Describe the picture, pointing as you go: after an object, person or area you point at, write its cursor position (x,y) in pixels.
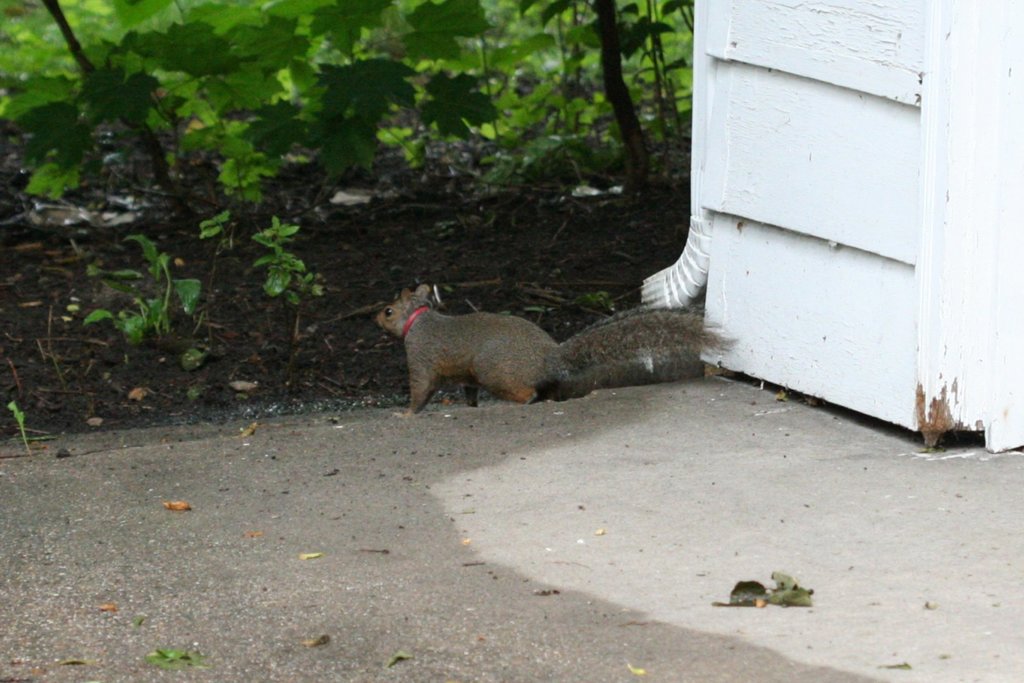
In this image I can see a squirrel (552,355) which is in brown color, in front I can see few plants (517,159) in green color and I can also see a white color object (793,206).
